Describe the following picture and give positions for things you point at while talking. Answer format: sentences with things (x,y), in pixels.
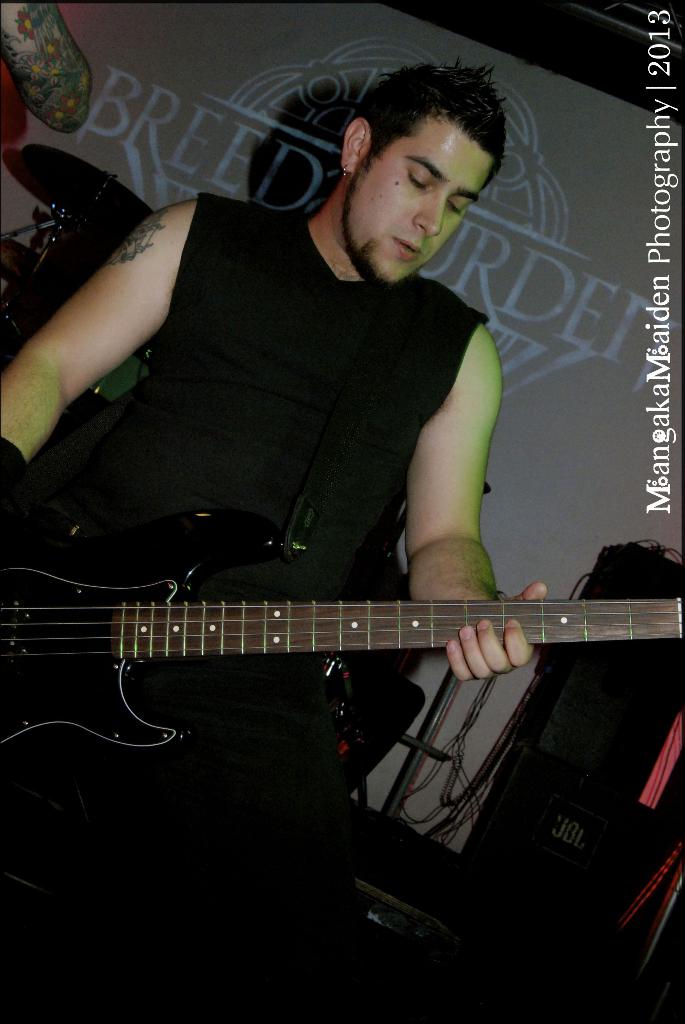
In this image I see a man (297,395) who is holding a guitar (297,625) in his hands (461,665) and I see the watermark (652,494) over here. In the background (453,43) I see something is written over here and I see few things (558,754) over here and I see the wires (459,738) and it is dark over here.
